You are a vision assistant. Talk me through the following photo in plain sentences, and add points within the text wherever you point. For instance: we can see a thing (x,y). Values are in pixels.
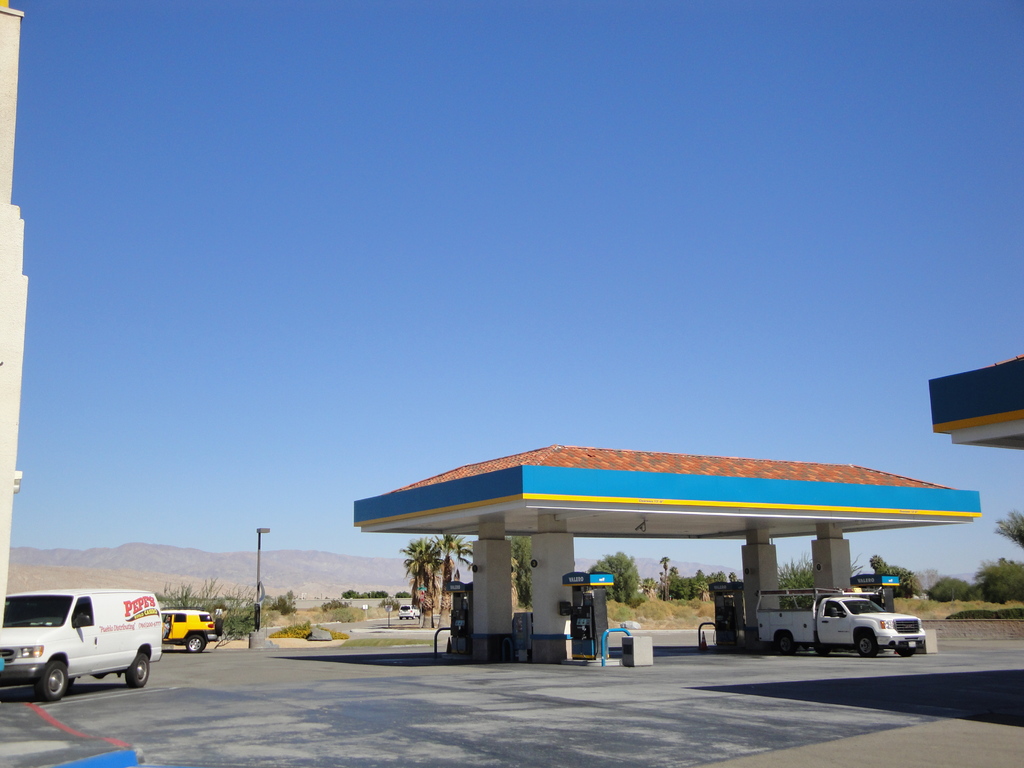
In this picture we can see petrol pump (616,474). On the right (788,648) there is a white color truck (843,621) which is standing near to the petrol machine (879,598). On the left (37,595) there are two cars (136,635) near to the street light (260,643). In the background (648,593) we can see many trees (625,593), grass (682,602) and building (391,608). On the top (570,163) we can see sky (711,168).
